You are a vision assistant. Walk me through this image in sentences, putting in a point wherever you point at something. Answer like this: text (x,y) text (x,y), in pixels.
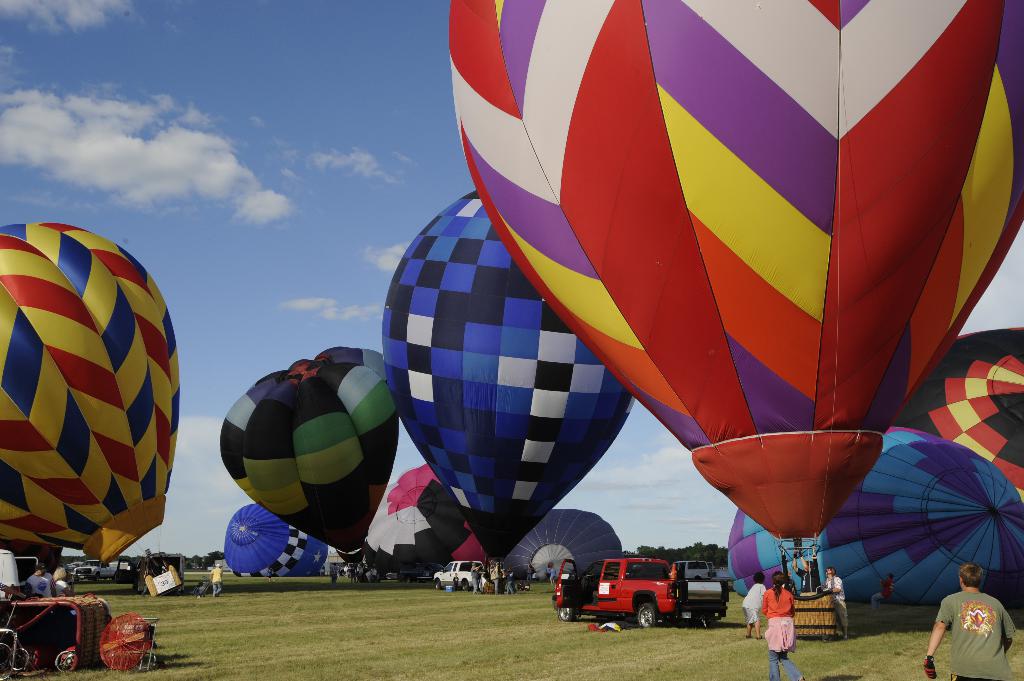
In this picture I can see there are hot air balloons (550,548) and they are in different colors like red color, blue and yellow. The sky (199,488) is blue.
